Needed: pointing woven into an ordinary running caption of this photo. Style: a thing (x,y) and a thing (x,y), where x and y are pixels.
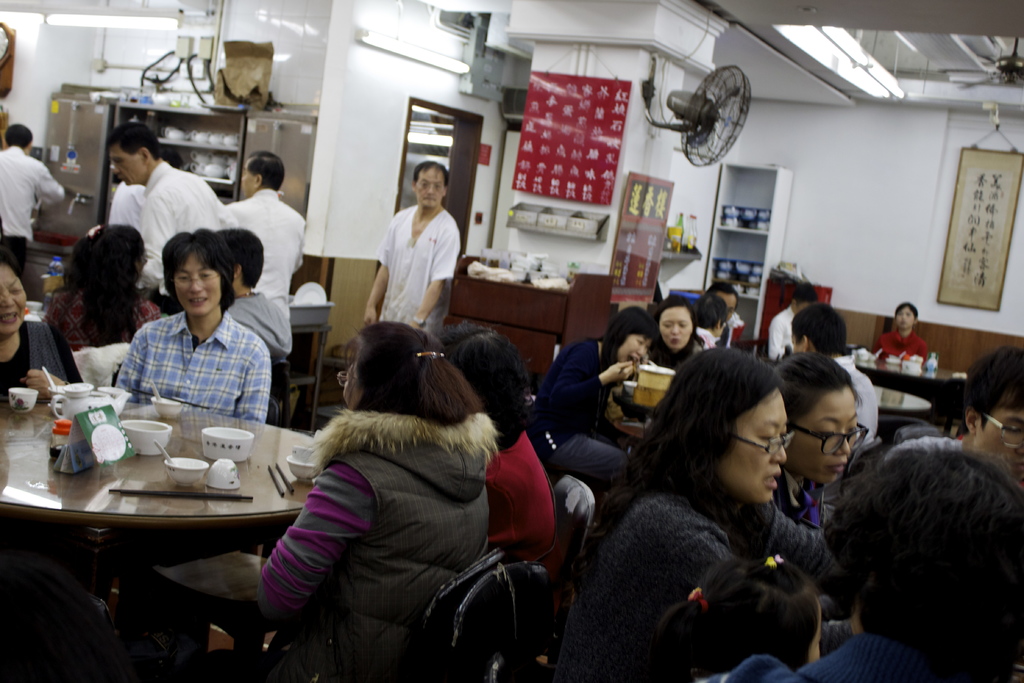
In this image we can see many people (459,438) are sitting around the table (204,518). In the background (628,170) we can see a fan (698,166), banner (613,181) and wall hanging (961,233).
